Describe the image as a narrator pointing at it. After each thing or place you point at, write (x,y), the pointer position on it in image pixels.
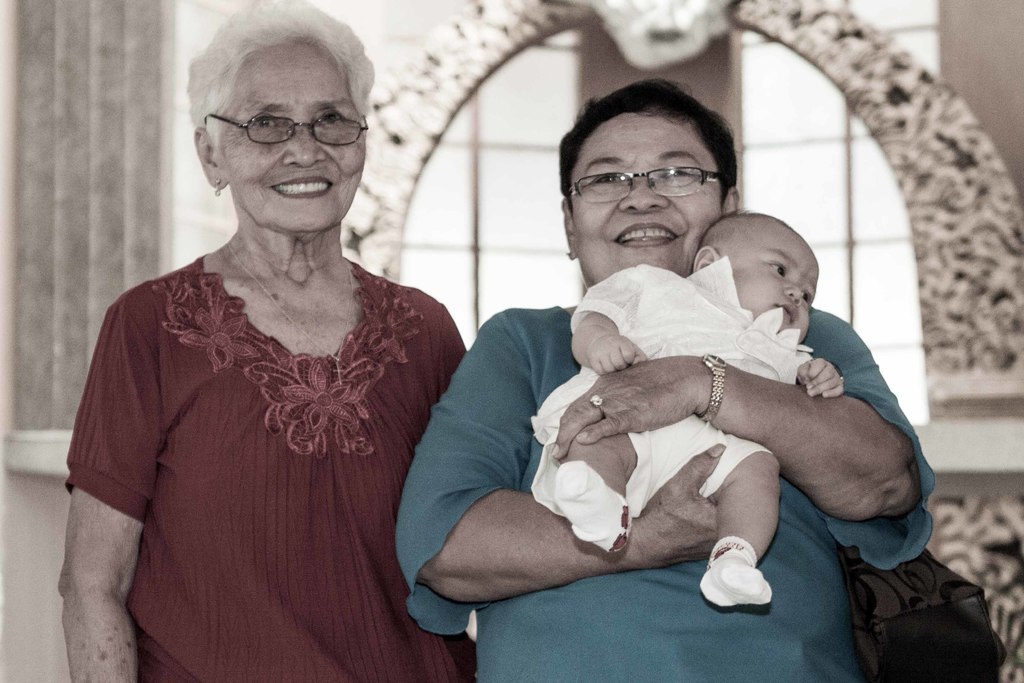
In this image there are two persons (223,386) standing and smiling, a person (646,143) carrying a baby (756,243), and there is blur background (977,29).
